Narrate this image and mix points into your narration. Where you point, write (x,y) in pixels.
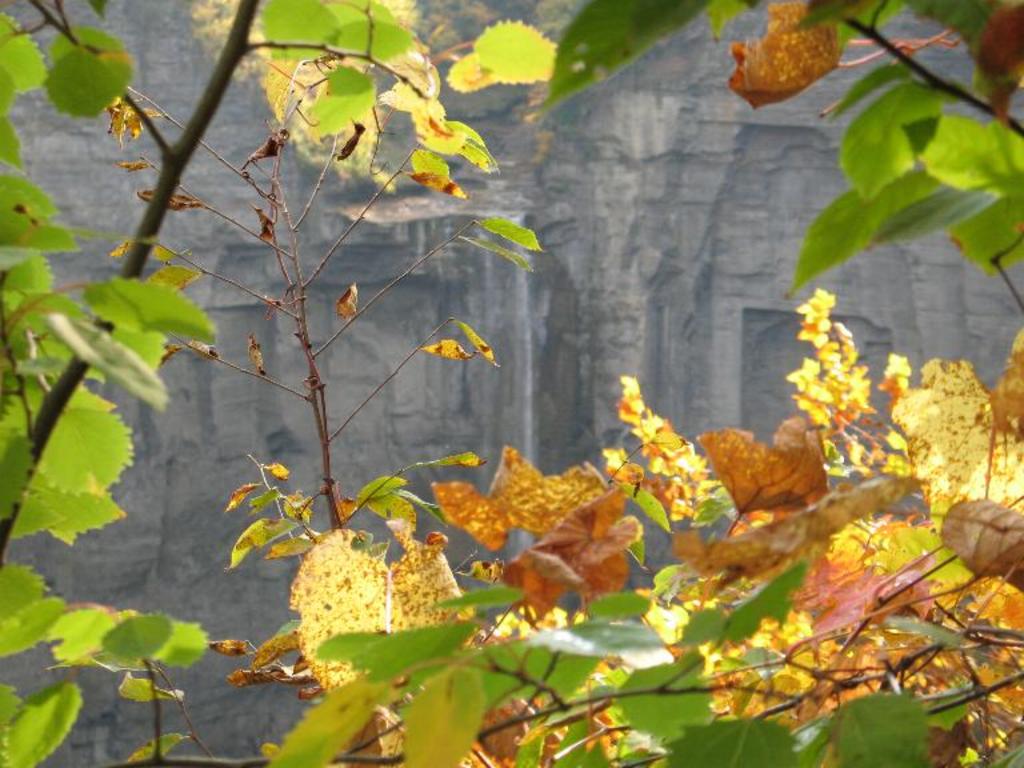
In this picture we can see some plants (334,572), leaves (315,555), behind we can see a big rock (305,267).
